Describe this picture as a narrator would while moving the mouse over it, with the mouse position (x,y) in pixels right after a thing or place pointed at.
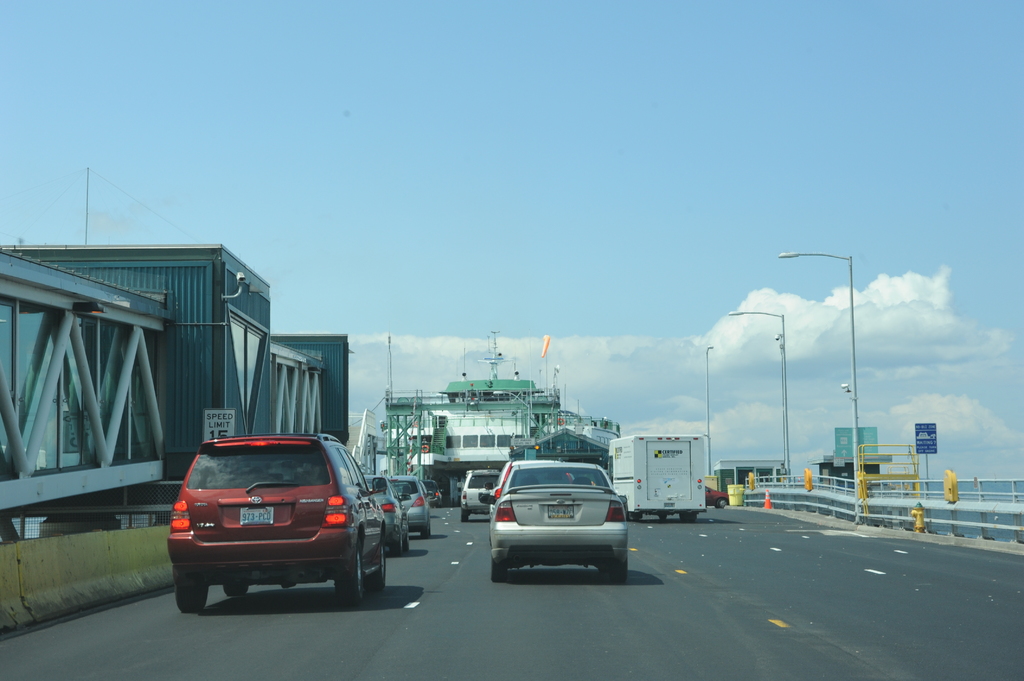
In this picture we can see vehicles (622,526) on the road (549,592), here we can see a fence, poles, traffic cone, sheds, boards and some objects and in the background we can see sky (953,9) with clouds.
